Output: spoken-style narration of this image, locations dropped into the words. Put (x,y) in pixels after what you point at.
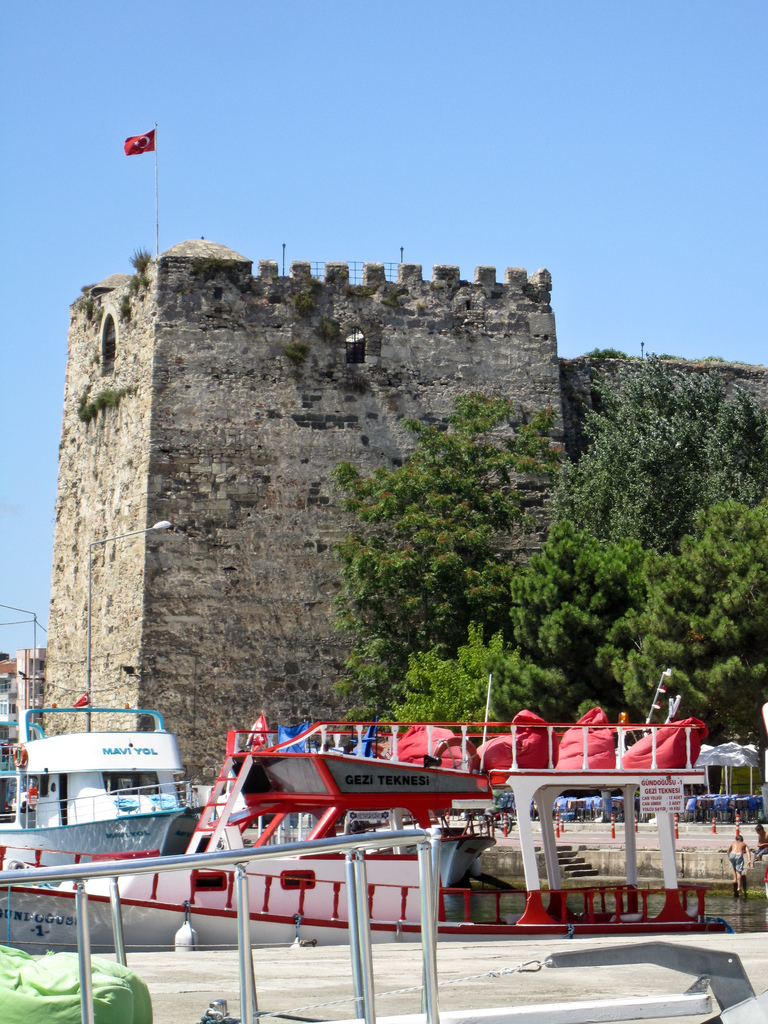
In this image, we can see fort (227,646), trees (701,452), boats (415,826), stairs (579,857), water (730,910), walkway (471,961), rods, few people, flags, buildings (23,698), pole (89,690) with light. Background (471,178) there is a sky (464,185).
